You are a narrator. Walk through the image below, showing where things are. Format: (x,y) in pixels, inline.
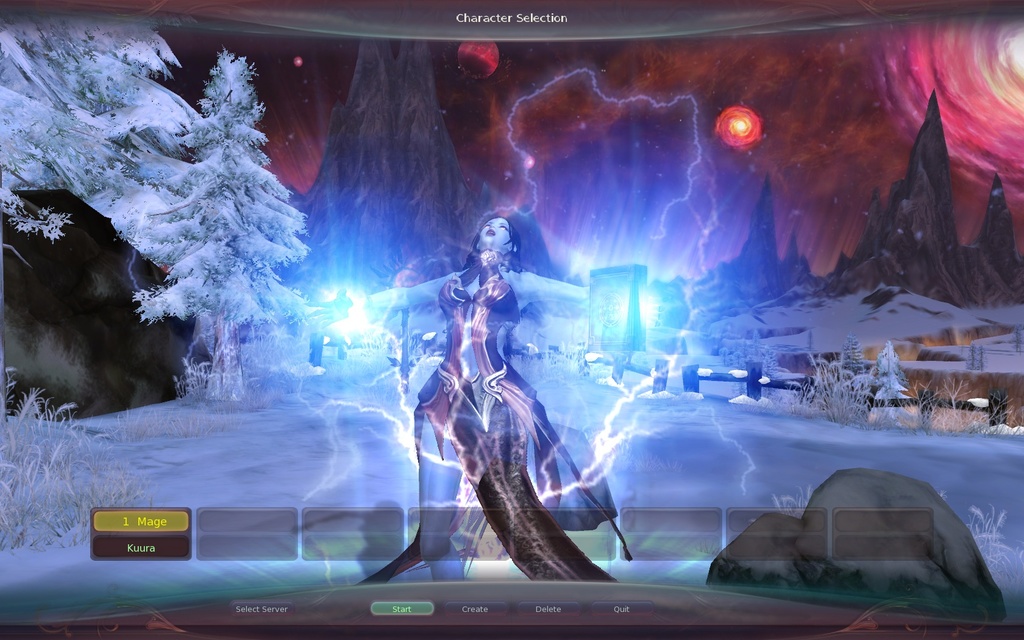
It is an edited image, in the middle (451,411) a woman (561,434) is there. On the left side (153,158) there are trees (158,302) with the snow (208,269).
